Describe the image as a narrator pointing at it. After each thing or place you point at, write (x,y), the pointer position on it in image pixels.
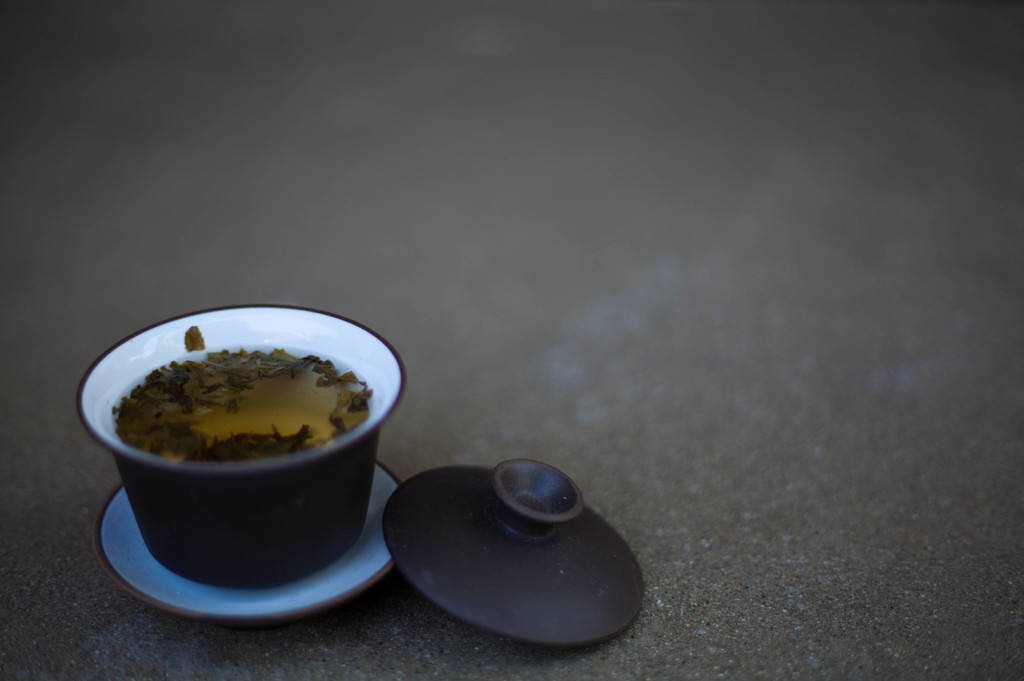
In this image we can see beverage (196,425) in the mug (338,515).
